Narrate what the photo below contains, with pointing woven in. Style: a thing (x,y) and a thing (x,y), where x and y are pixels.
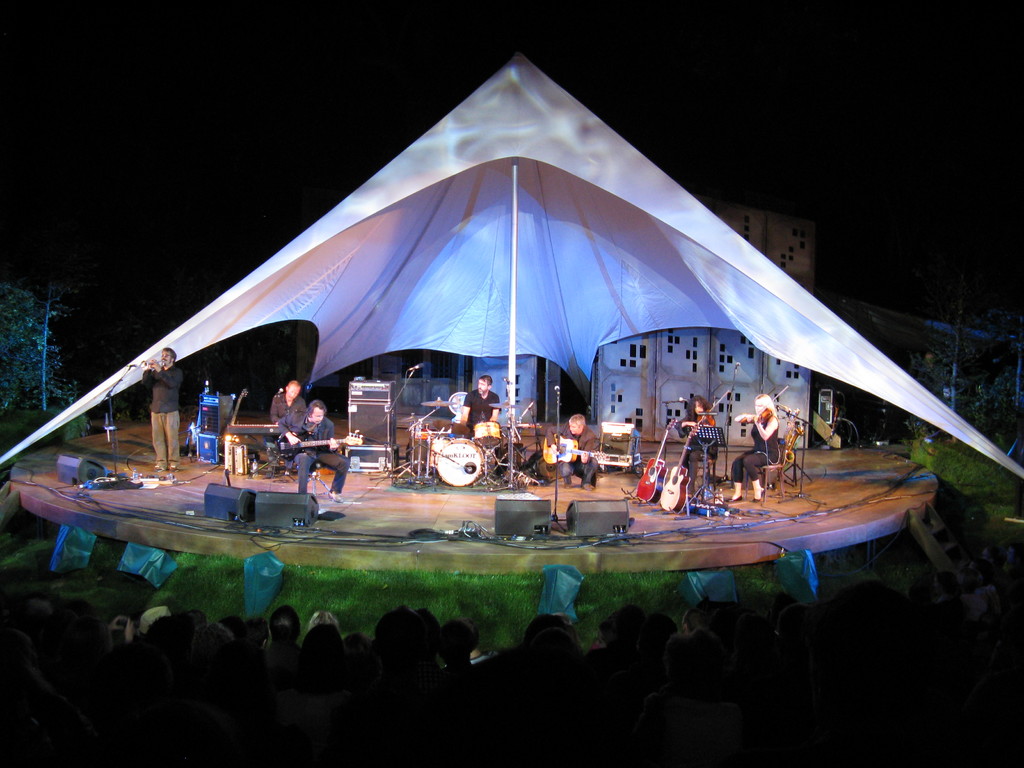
In this image I can see few persons (285,659) below the stage (404,522), few stairs (956,562) and few persons (736,487) sitting and a person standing on the stage (600,475). I can see few musical instruments (546,455), few microphones (391,428), few lights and a white colored tent (818,325) on the stage (91,443). I can see few trees (60,387) and the dark sky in the background (652,110).
